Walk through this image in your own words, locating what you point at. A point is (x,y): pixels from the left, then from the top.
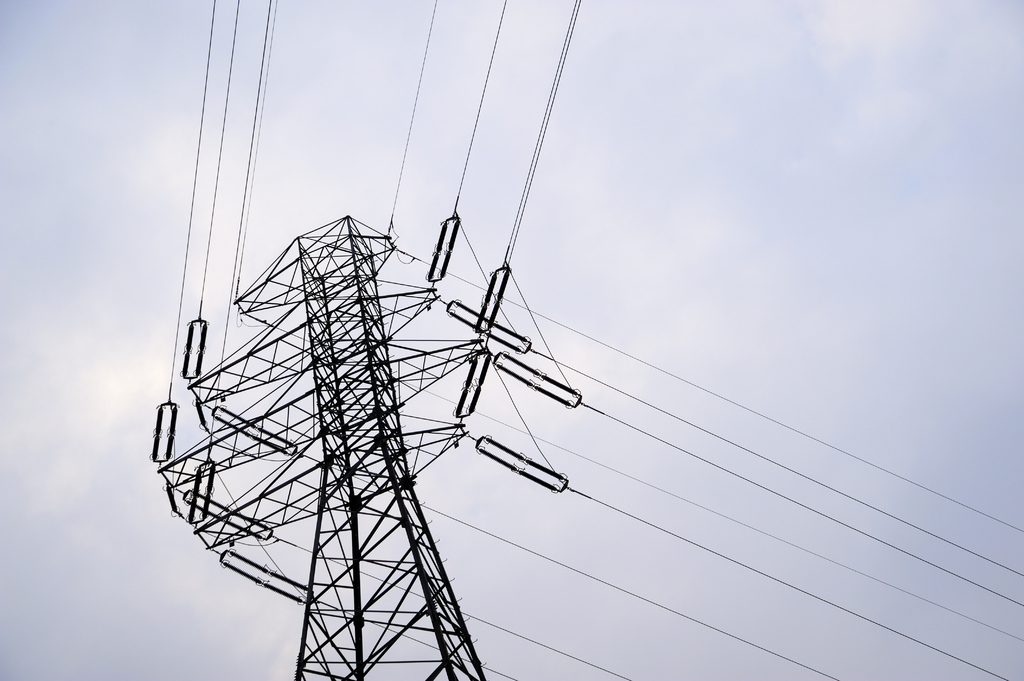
In this picture there is an electric pole (362,608) which has six joints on the either side of the pole (390,477), where each joint (459,416) is connected to the different wires (646,402).
